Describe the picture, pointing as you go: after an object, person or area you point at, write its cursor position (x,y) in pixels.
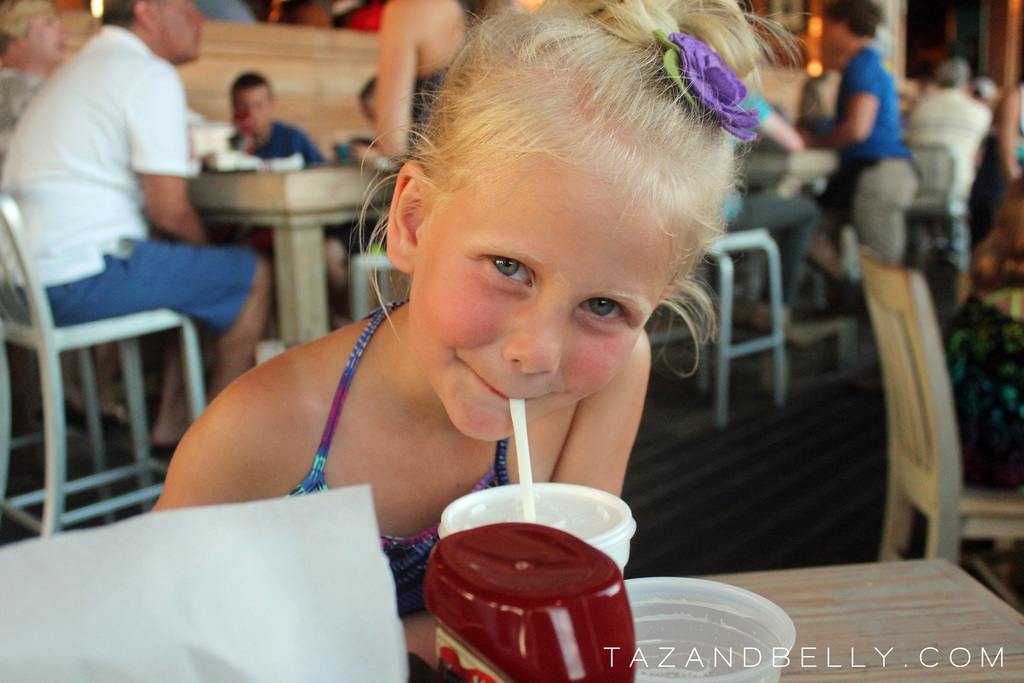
In the picture we can see a girl (556,449) sitting on a chair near the table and drinking, a glass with the straw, in the background (71,93) we can see a table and chairs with some people (84,116) having a meal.
